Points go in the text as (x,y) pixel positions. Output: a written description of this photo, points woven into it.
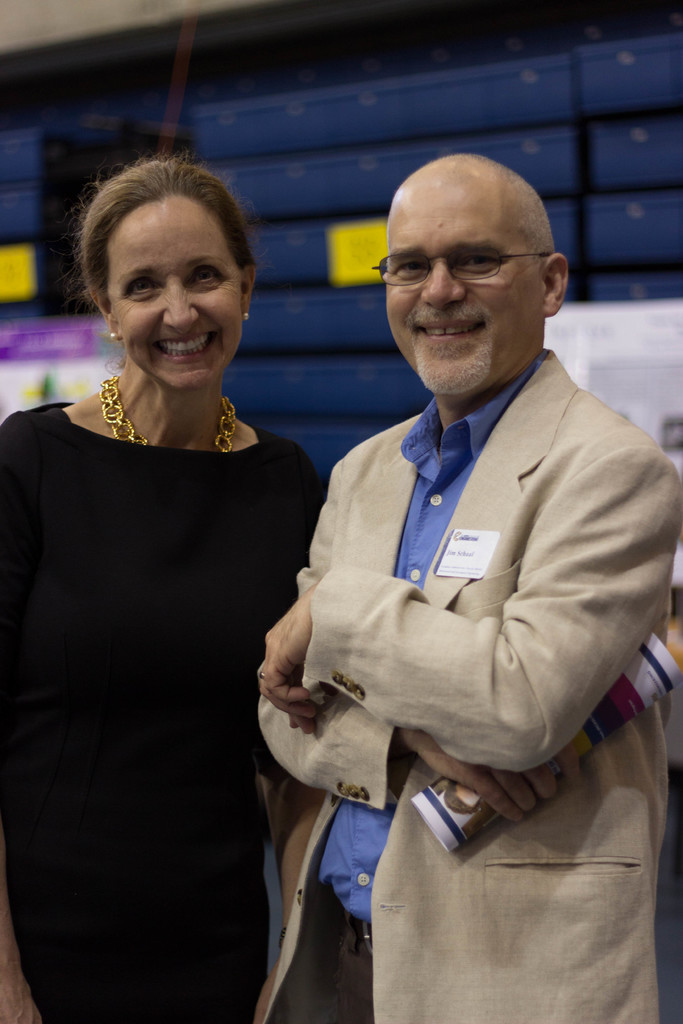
In this image, we can see two people (246,586) and one of them is wearing glasses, coat (474,673), a badge (460,546) and holding a book (458,830). In the background (313,121), there are boxes (305,121) in the rack (299,88) and we can see some posters (599,326).
